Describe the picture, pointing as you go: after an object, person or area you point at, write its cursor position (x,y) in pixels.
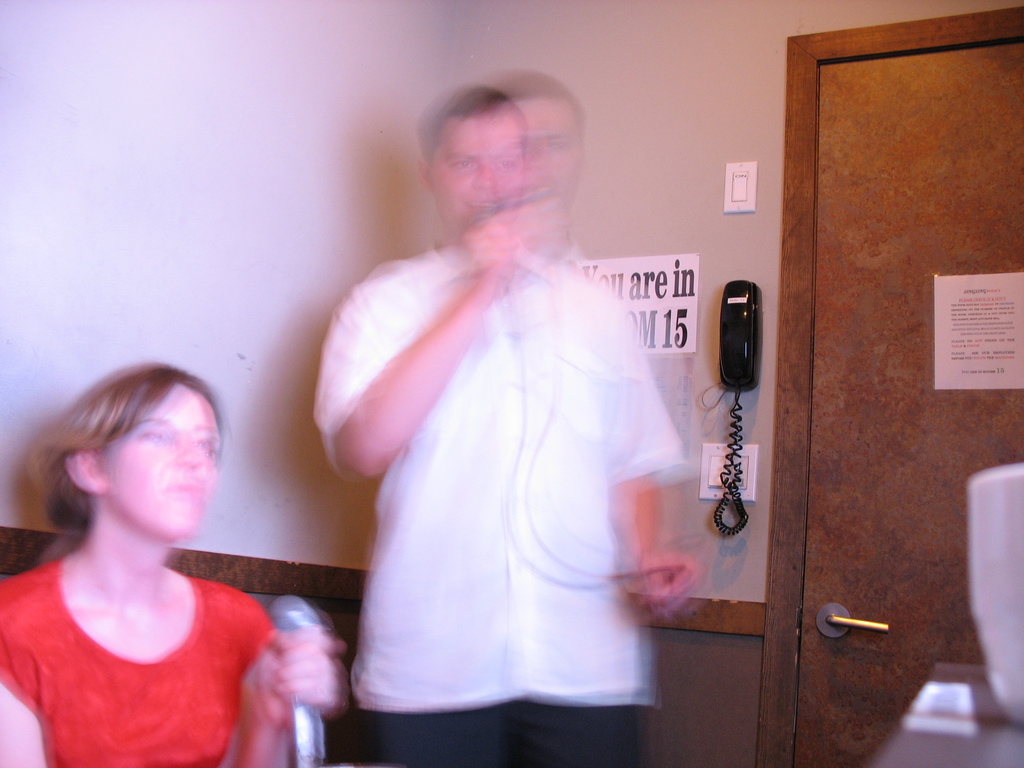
In this image there is a man (484,272) who is standing. A woman (313,668) sitting and hold the mike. There is a phone (735,425) on the right side (731,324). There's the door (932,640) on the right side (837,159). On the left side (144,174) there is a wall (215,335).
